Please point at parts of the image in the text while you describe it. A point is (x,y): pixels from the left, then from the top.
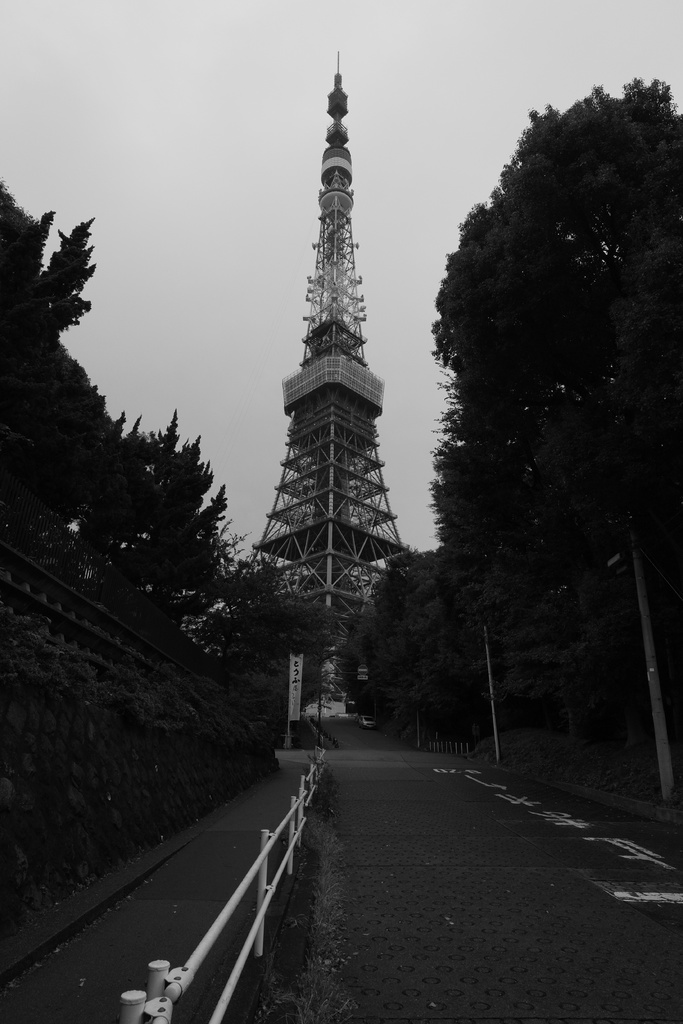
This is a black and white image. In this image we can see a road (417,852). Also there is a railing (267,841). Also there is a wall (117,728). On the sides there are trees (538,593). In the back (356,514) there is tower (308,390). In the background (412,125) there is sky (442,117).
